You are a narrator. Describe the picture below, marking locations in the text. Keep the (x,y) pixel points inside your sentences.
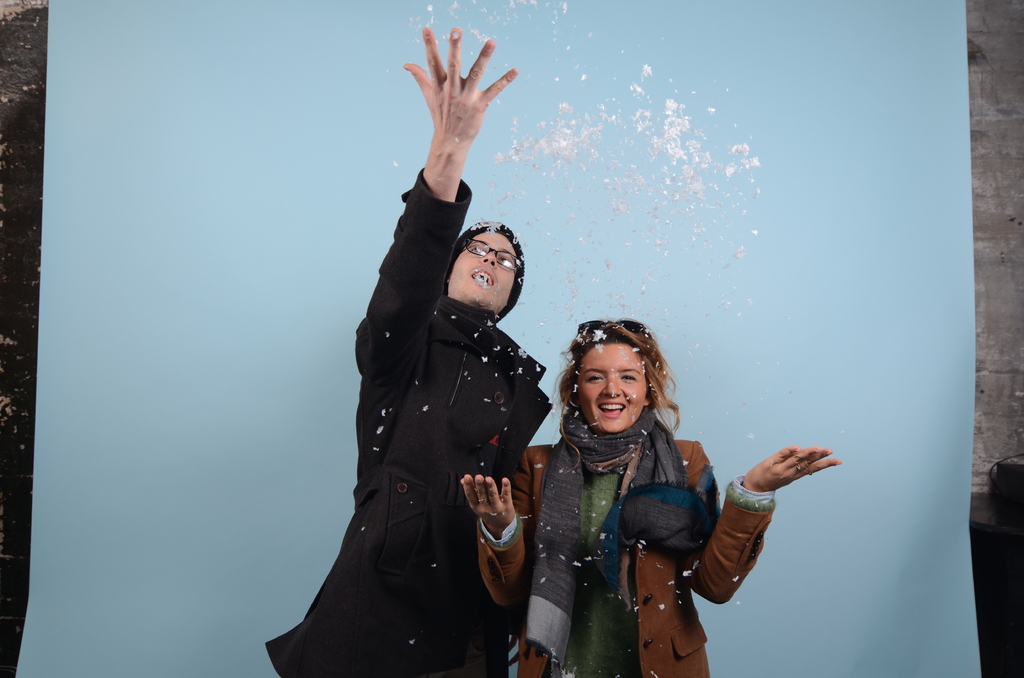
In this image we can see two persons (405,510) standing, behind them, we can see an object (146,427), which looks like a banner (321,432) and in the background (986,153), we can see the wall (979,171).
